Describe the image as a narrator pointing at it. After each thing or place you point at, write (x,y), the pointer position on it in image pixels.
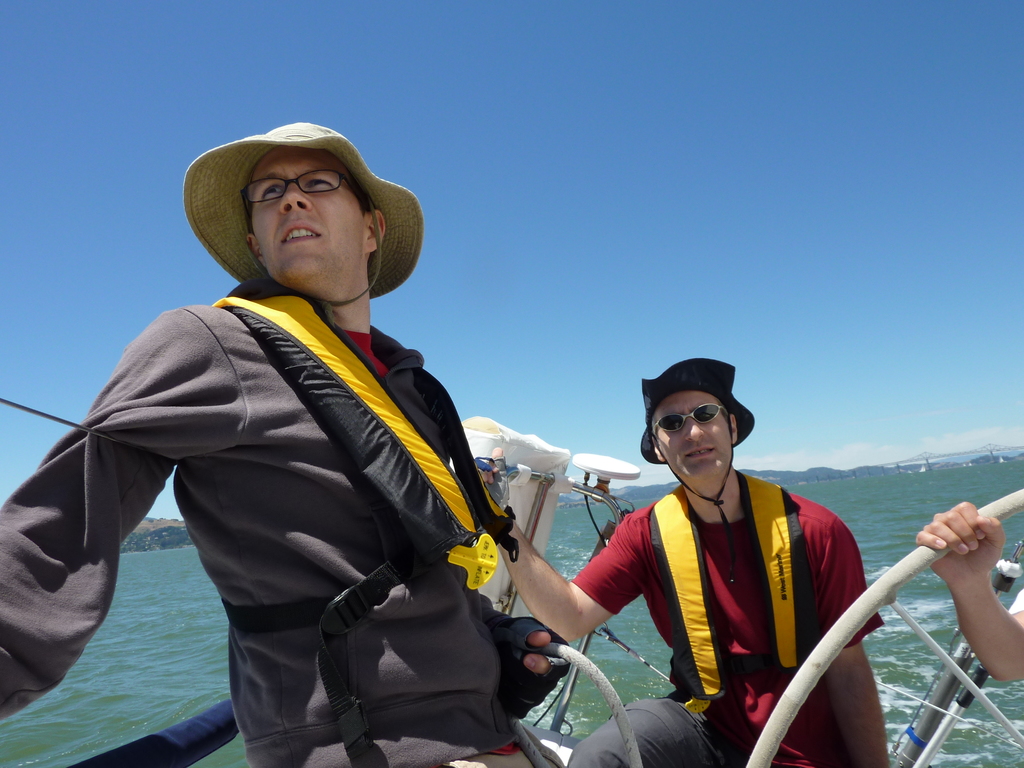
In this image we can see two men (541,569), one man (482,569) is wearing brown color hat (390,216) with grey dress (325,489). The other (707,593) is wearing black hat (682,381) with red t-shirt (761,648). They are on boat (566,756). Background of the image (873,502) sea (191,610) is there.
